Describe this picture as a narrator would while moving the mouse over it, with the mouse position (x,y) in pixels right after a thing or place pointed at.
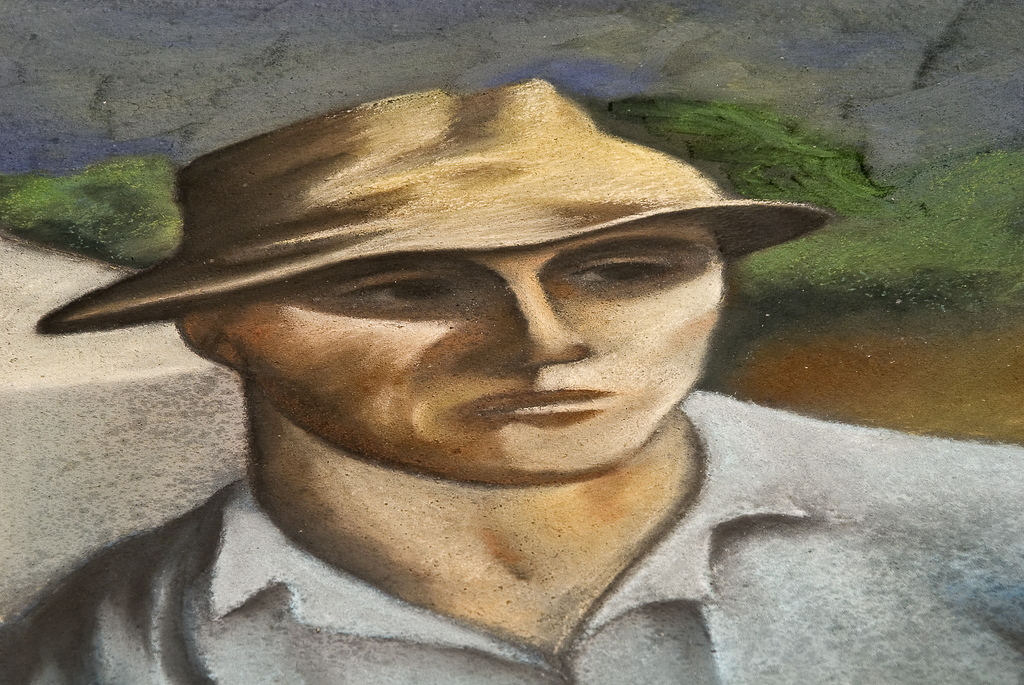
In this image we can see a painting (443,411) of a person (425,332). At the back side (830,171) there are trees (738,177) and water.
